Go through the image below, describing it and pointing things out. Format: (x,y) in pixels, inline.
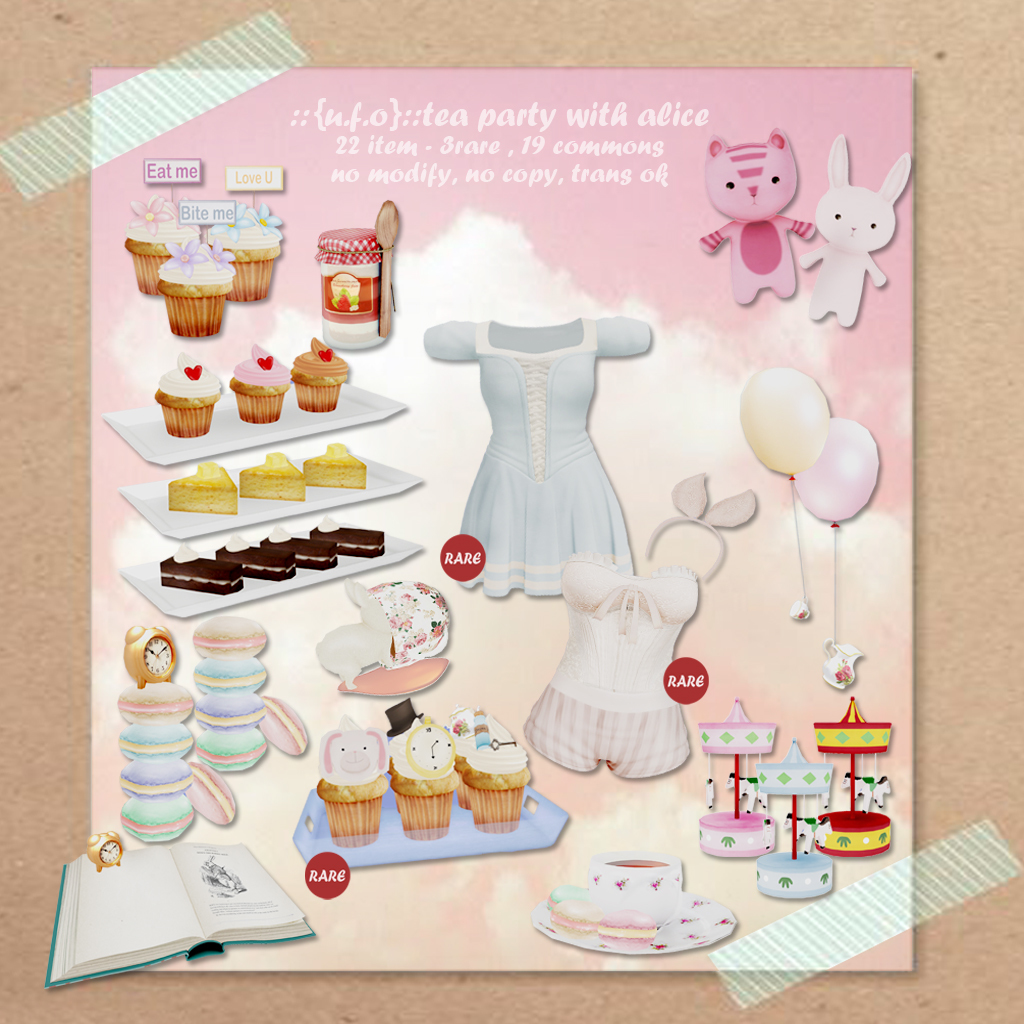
In this image we can see a poster (754,639) pasted on the wall (55,520). In the poster (582,740) there are pictures (606,617) of dresses (591,566), cupcakes (334,770), jars (331,343), soft toys (835,184) and a book (203,910). We can see some text (380,167).
